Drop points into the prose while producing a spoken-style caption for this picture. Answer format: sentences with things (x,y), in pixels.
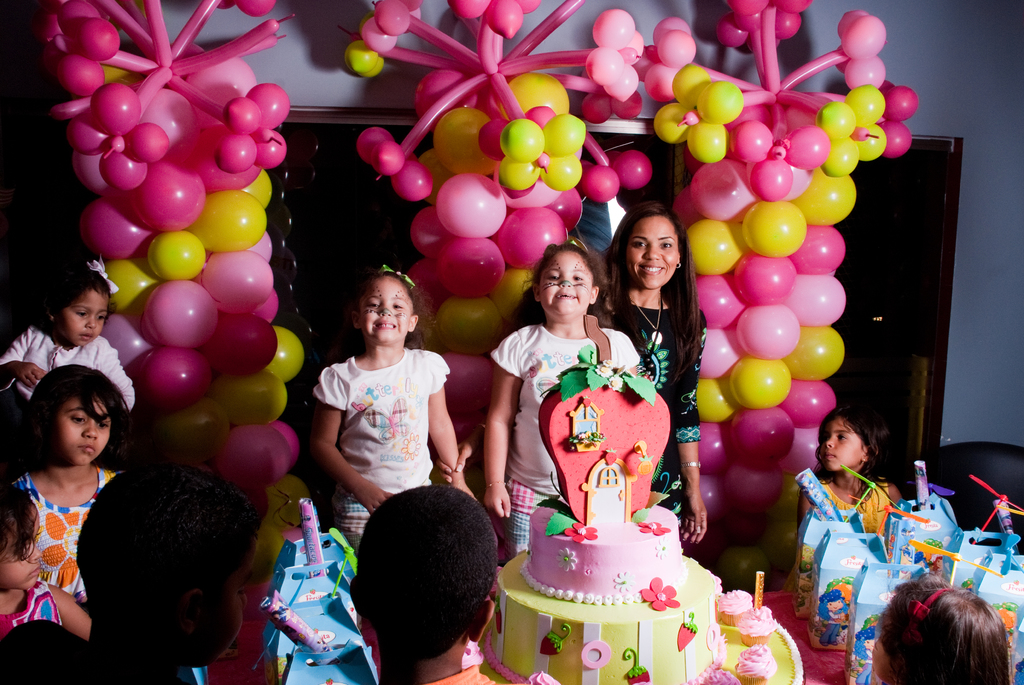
Here in this picture we can see a group of children (521,430) and a woman (691,499) present over a place and in the middle (633,413) we can see a cake (608,492) present and behind them we can see balloons (202,205) decorated all over there and we can see some of them are smiling and we can also see some gift boxes (919,525) present on the right side (928,535).
